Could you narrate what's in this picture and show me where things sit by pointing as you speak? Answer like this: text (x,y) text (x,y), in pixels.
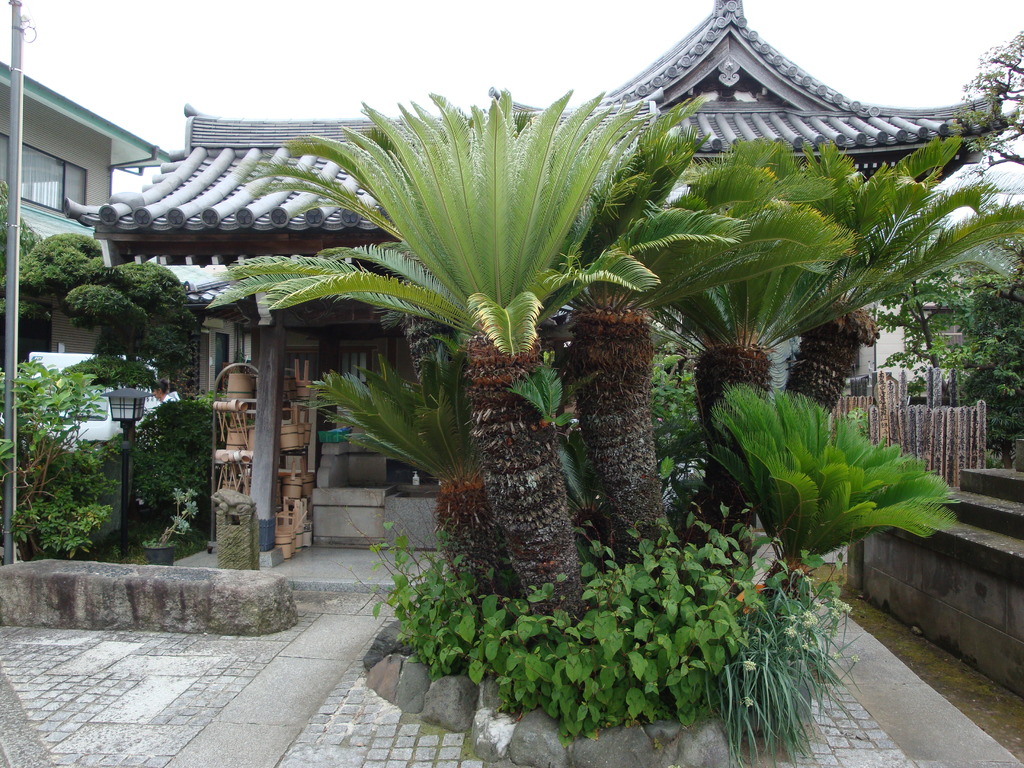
In this image there are some plants (843,331) and trees (701,358) in middle of this image (462,485) and there are some buildings (173,167) in the background (345,350). There is a sky (360,27) at top of this image (336,35).
